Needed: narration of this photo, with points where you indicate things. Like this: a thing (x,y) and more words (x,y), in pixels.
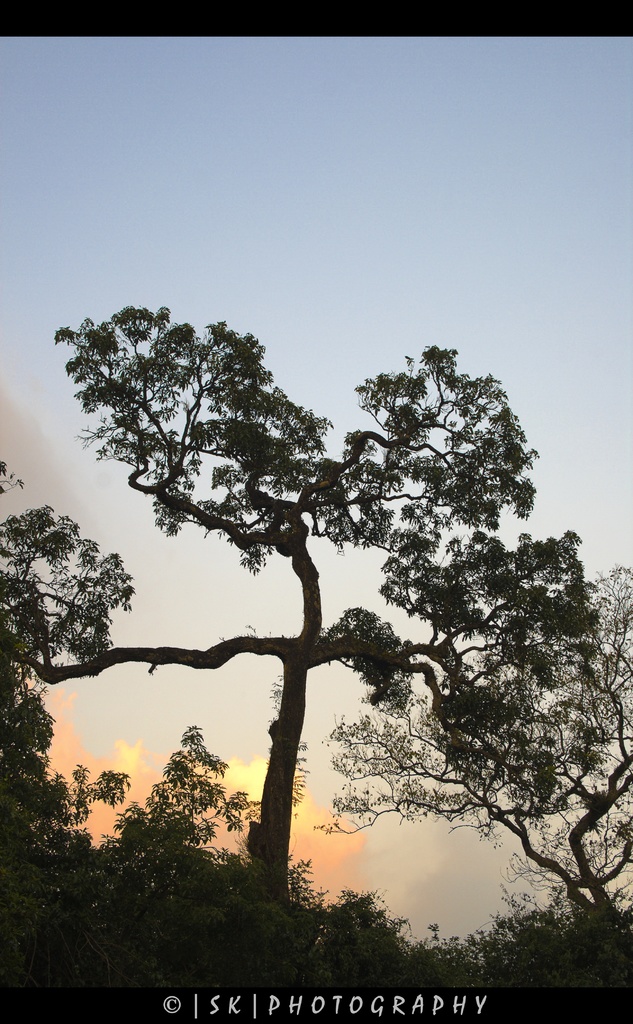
In this image there are trees (498,771). In the background (304,146) there is sky (412,877).
